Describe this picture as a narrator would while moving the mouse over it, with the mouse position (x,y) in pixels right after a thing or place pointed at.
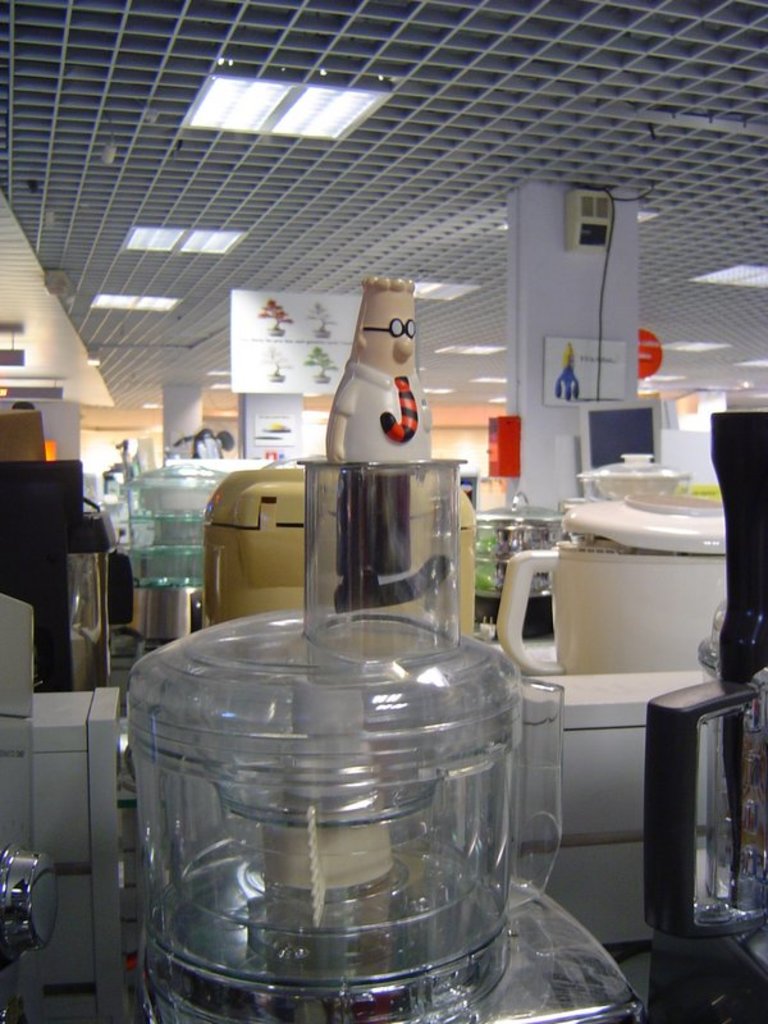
In this image we can see the juicer (339,722) and also some kitchen appliances (758,572). We can also see the pillars (578,285) with some boards (582,368). At the top (182,336) we can see the ceiling (272,263) with the ceiling lights (277,111). We can also see the wall (478,430) in the background (461,434).
